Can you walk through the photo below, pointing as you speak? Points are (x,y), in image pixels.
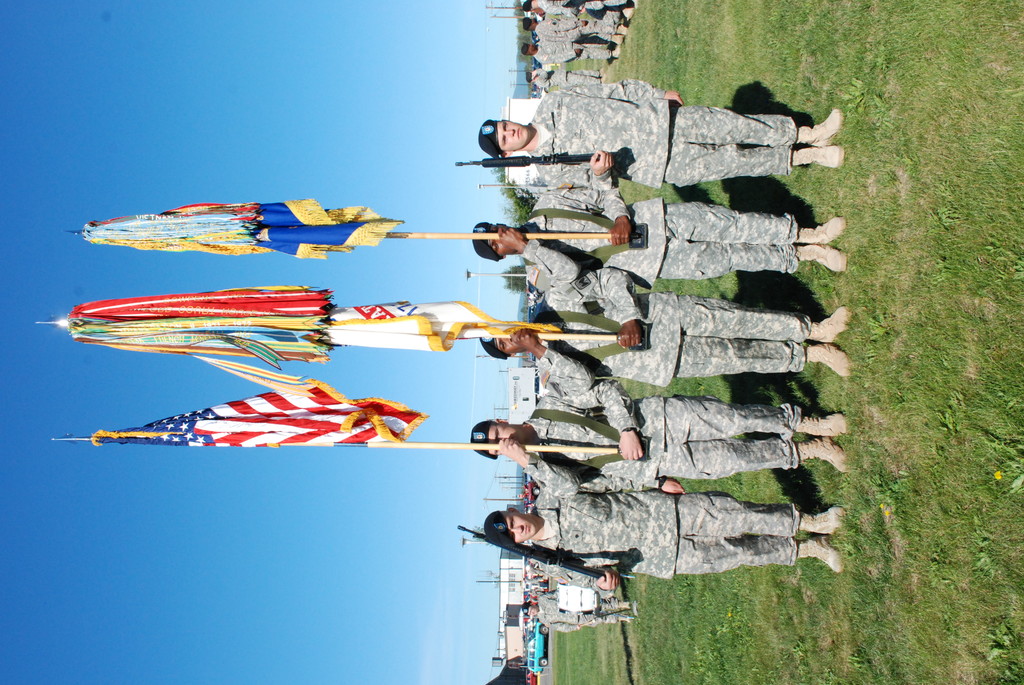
In this image we can see group of persons (662,486) wearing uniforms (647,546) and caps (526,615). Three persons (621,350) are holding poles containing flags (317,419). Two persons (586,505) are holding guns (618,156) in their hands (607,163). In the background (509,628), we can see group of vehicles (535,652), buildings (521,634) and the sky (360,514).
